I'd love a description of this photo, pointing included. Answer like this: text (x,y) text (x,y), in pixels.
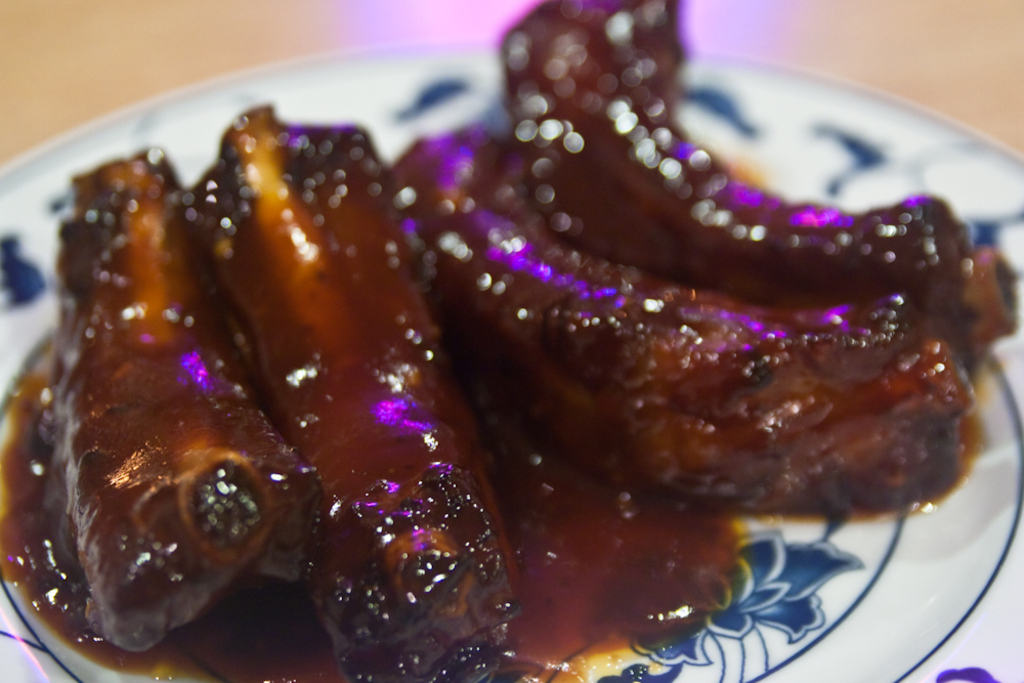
In this image, we can see a plate (7,674), there is some food (224,386) on the plate (817,647).
